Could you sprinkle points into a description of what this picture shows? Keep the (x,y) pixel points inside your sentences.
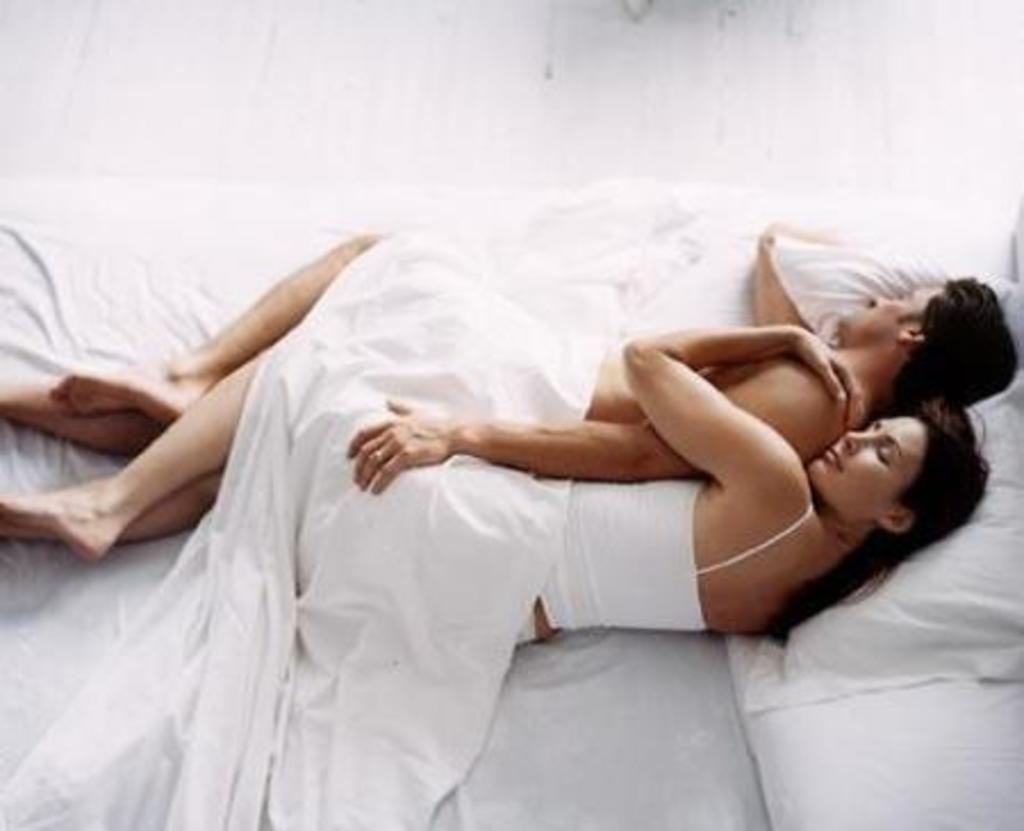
This image is clicked in a room (392,359). There is a bed (674,729) which is in white color and there are two people (677,550) sleeping, one is woman (704,520) and the other is man (578,444). There are pillows (930,735) in the bottom right corner (901,743).
